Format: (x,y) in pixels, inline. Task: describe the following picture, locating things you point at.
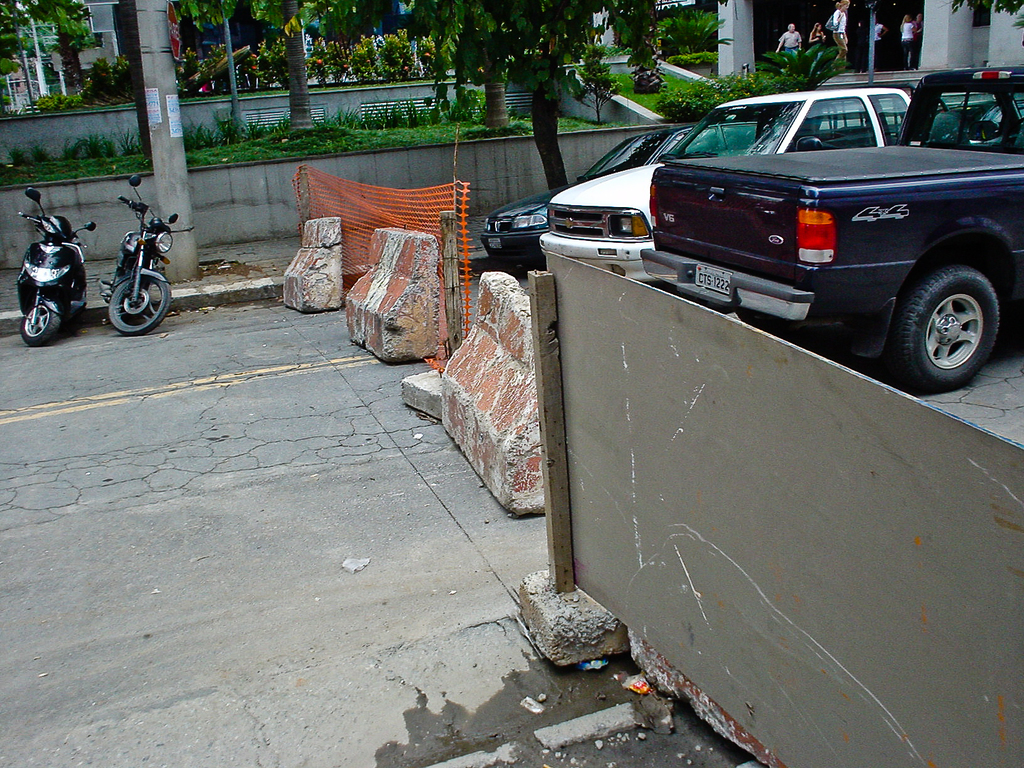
This picture is clicked outside. On the right (736,375) we can see the board (703,593) and the stones (496,395) and we can see the net (405,201) and some wooden poles (549,292). On the left (126,246) we can see the bikes (99,284) parked on the ground (133,352). On the right (858,155) we can see the vehicles (763,136) parked on the ground (1012,395). In the background (747,21) we can see the group of people (820,35), pillars (963,33) and we can see the green grass (283,139), plants (605,88), trees (289,46), flowers (255,55) and some other objects (104,14).
